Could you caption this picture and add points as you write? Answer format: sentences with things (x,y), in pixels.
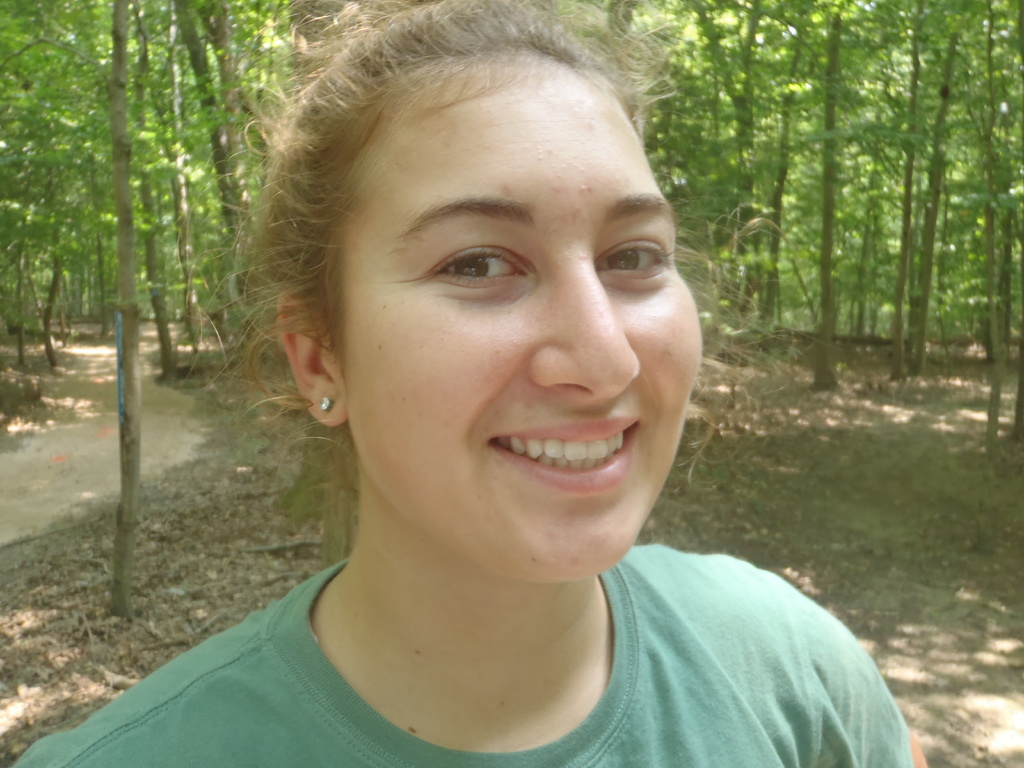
In the center of the image (673,389) there is a lady (705,575). In the background of the image (228,198) there are trees (211,150). At the bottom of the image (84,678) there are dry leaves (72,685).
